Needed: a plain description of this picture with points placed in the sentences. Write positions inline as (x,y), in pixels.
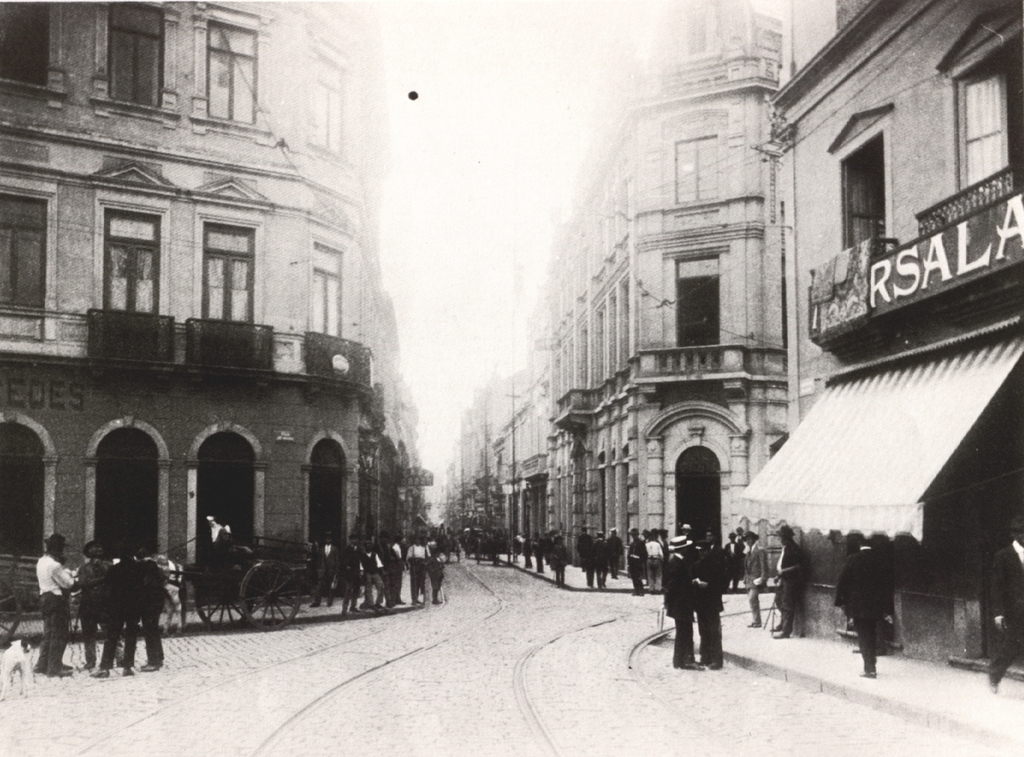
In this image I can see few buildings (230,250), windows (227,225), poles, few people (417,559) and few vehicles (260,568) on the road (523,625). The image is in black and white.
